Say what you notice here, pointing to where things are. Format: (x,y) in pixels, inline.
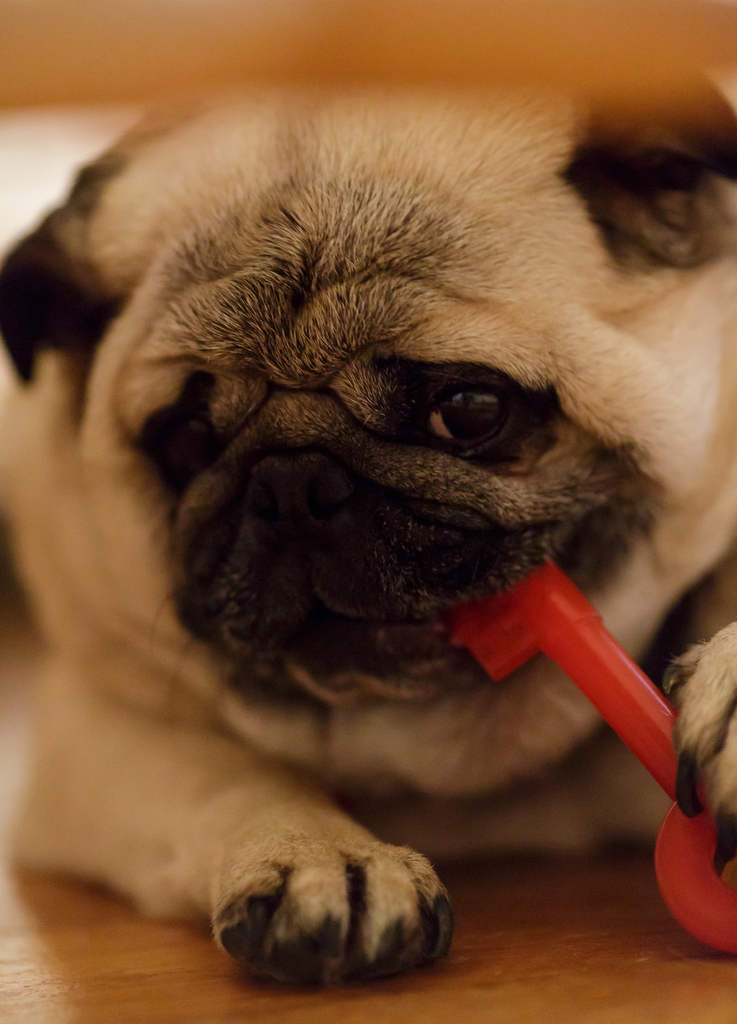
In this picture we can see dog (579,553) holding a key (654,729) with leg (731,832) and mouth (579,553). In the background of the image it is blurry.
